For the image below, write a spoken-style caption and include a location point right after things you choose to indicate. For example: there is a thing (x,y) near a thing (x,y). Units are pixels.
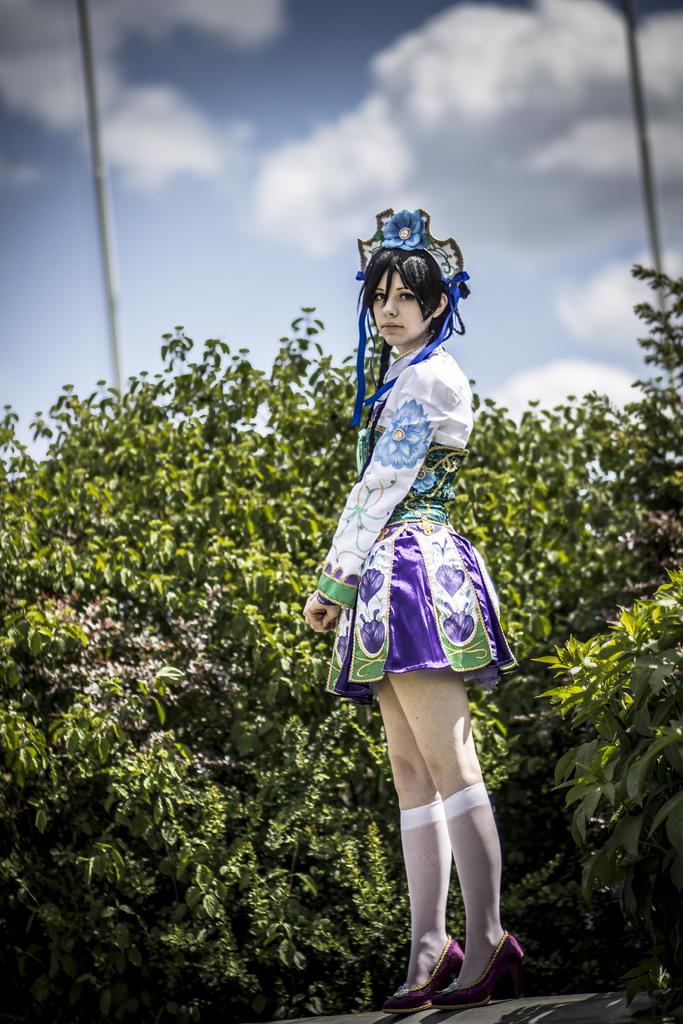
In the center of the image (384,518) we can see a lady (422,565) standing. She is wearing a crown (389,243). In the background (287,618) there are trees (679,435), poles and sky (395,153).
